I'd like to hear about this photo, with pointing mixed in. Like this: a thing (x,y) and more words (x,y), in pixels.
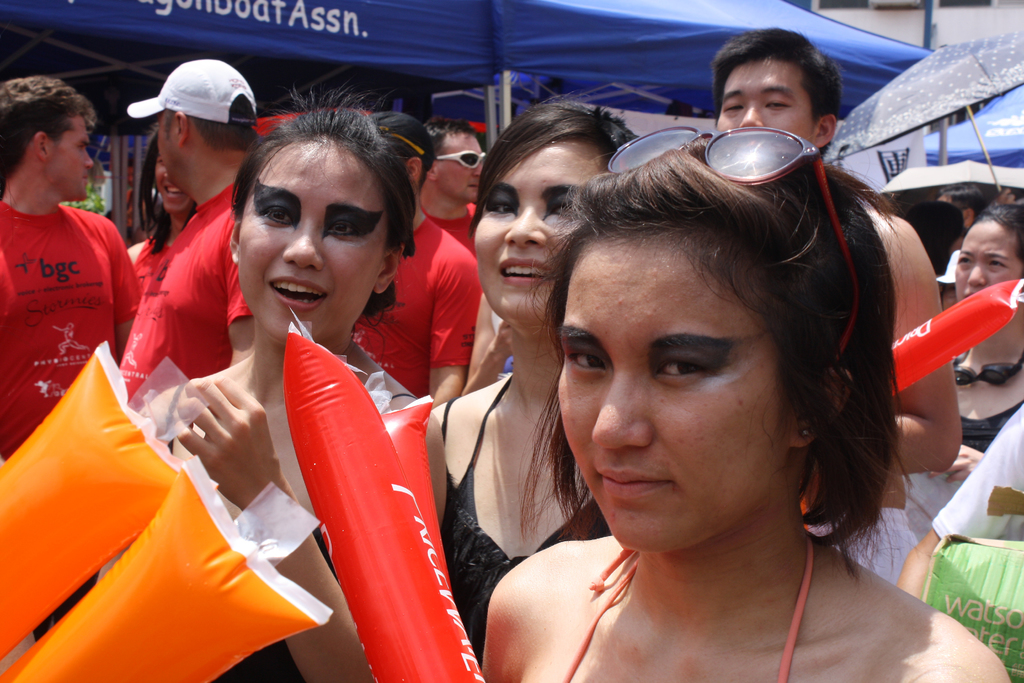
In the middle of the image (351,267) few people (306,126) are standing and holding some balloons (42,479). Behind them there are some tents (301,47).
